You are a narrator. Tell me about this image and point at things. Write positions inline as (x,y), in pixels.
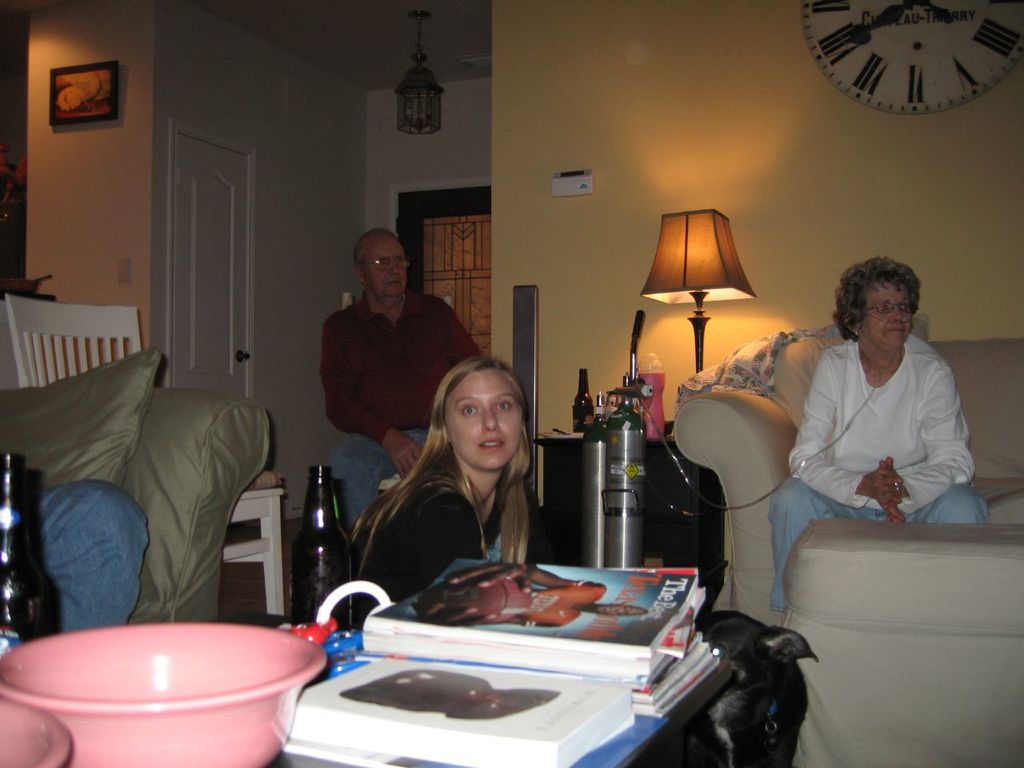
This is the picture in a room (871,429), there are three people (834,438) sitting. The women (857,400) in white t shirt (864,423) sitting on the couch (969,398) and the black dress girl (508,508) sitting on the floor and the man (385,367) in red shirt (382,371) sitting on the chair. This is a table (371,659) on the table (652,761) there are the books (464,691) and beside the table (702,685) there is a black color dog (741,703). Beside the white color t shirt women (841,429) there is table (664,461) on the table (664,484) there is a lamp (693,291) backside of the lamp (705,260) there is yellow color wall (724,143) on the wall (837,162) there is wall clock (881,39). On the roof (455,45) there is a chandelier (420,46) and white color door (206,265) beside the man (383,444). On the table (324,638) there are the bottles (299,581).
